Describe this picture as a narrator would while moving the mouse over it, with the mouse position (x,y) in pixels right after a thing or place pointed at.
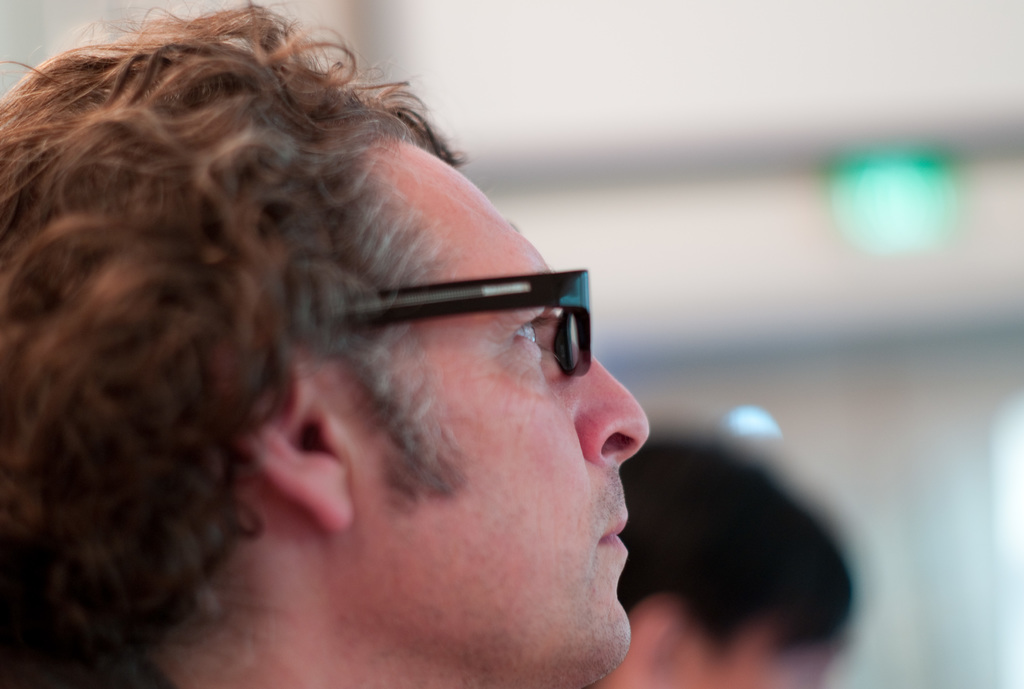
In this image there are two men (659,559) on the right (940,513) it is blurred.
